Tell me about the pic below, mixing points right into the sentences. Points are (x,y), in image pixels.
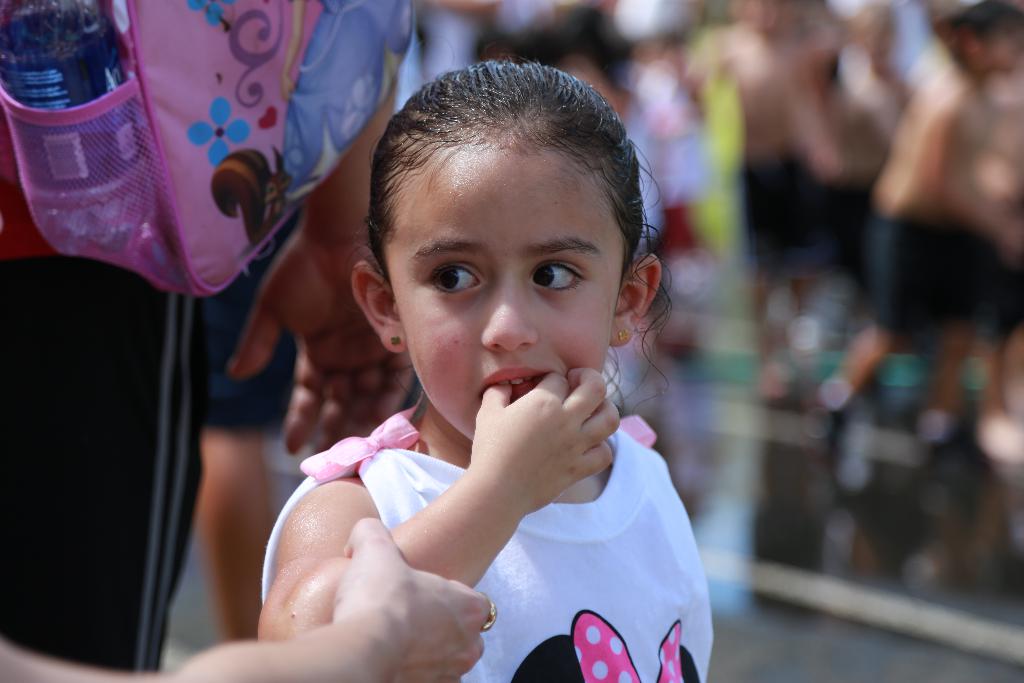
This picture shows few people (816,217) standing and we see a girl (637,628) and human hand (392,579) holding girls arm (545,476) and we see a human (123,449) holding a backpack (264,185) and we see a water bottle (108,51).
